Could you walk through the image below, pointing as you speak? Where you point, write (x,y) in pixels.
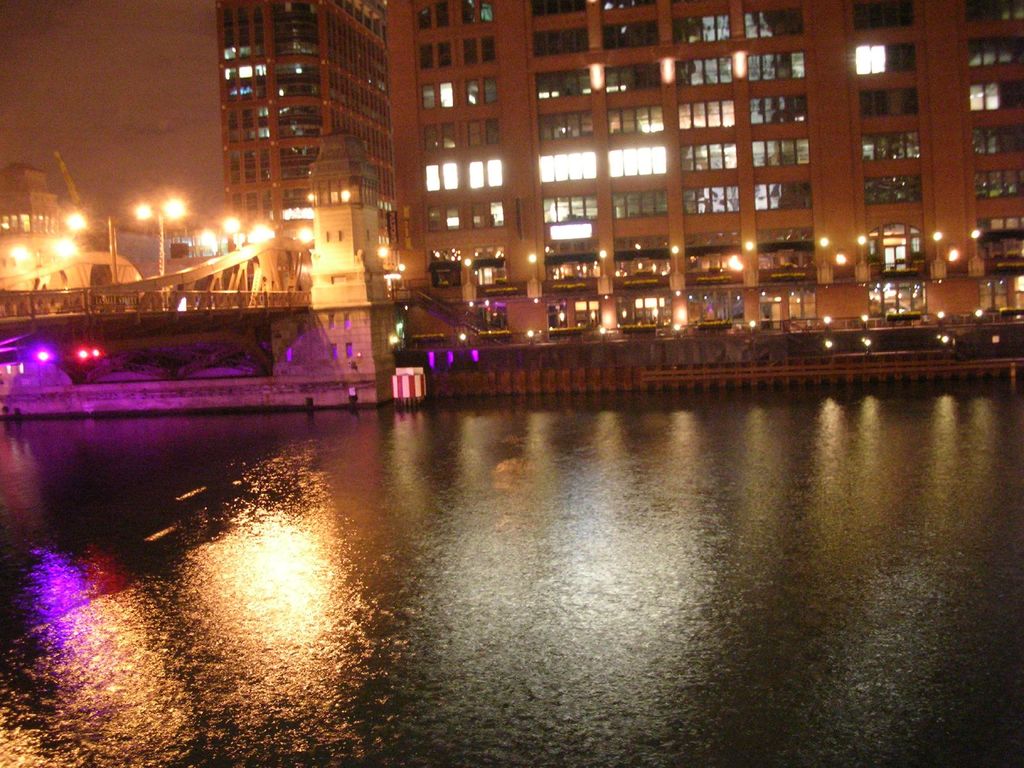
In this picture I can see water (62,699), there is a bridge (361,359), there are lights (678,316) and buildings (429,247).
